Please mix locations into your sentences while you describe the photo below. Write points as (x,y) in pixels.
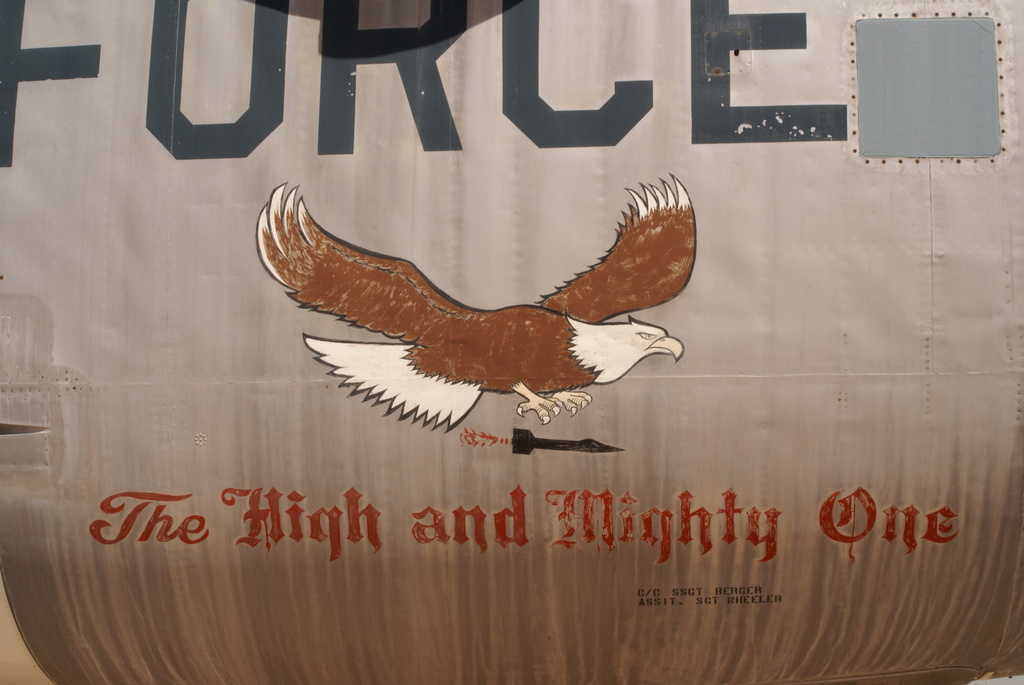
In the image there is a eagle painting (512,373) on the aircraft (128,232) with some text (136,523) above and below it.
